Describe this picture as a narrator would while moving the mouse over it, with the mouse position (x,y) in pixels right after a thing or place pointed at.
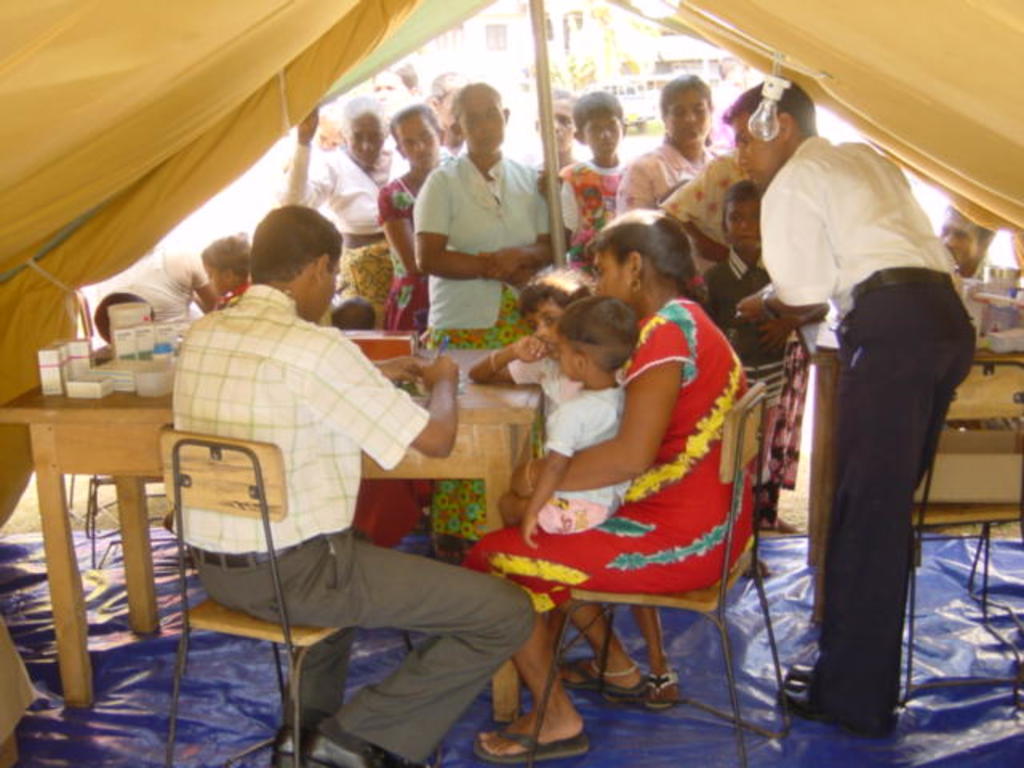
This image is clicked under the tent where it looks like a medical camp (472,381), there are tables (529,451) in this tent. There are chairs (180,449), there are so many people (487,346) here ,2 people (309,499) are sitting and all the other are standing, there is a bulb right side (766,140) and there are tablets (57,368) on the table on the left side (143,336), the person (676,376) who is sitting in the middle (659,506) is a woman (660,504) she is wearing red color dress (660,501), there is a pole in the middle (560,264).
